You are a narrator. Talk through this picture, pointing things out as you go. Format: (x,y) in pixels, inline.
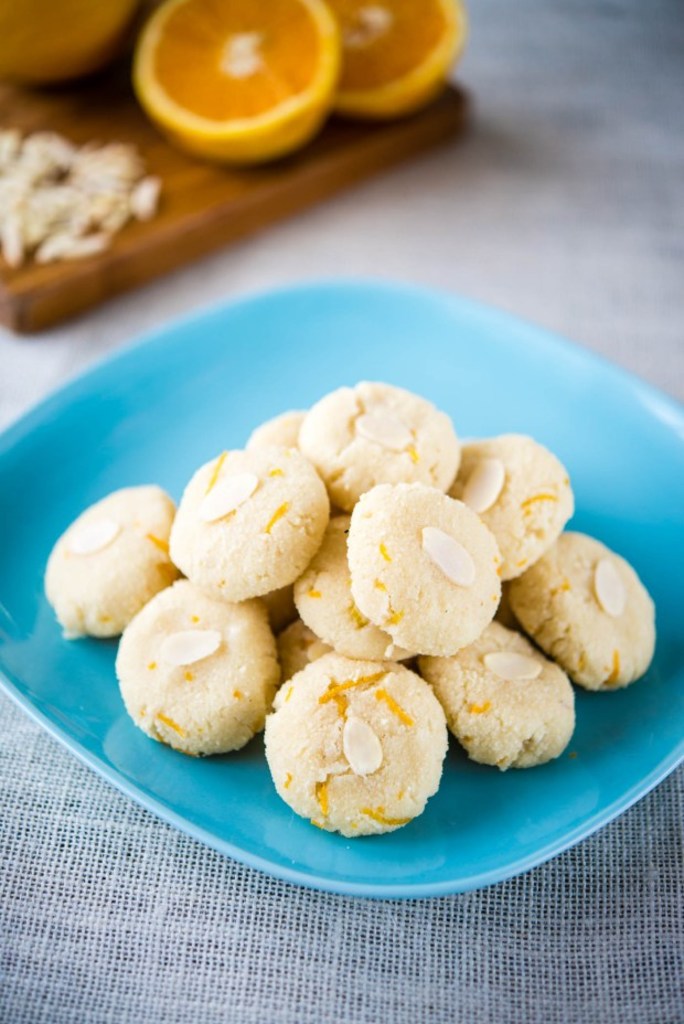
In the center of the picture (428,543) there are biscuits (351,566) in a blue color plate (202,379). At the top (231,26) there are fruits (252,87) on a wooden object (230,184). At the bottom (225,925) there is mesh like object (290,958).
